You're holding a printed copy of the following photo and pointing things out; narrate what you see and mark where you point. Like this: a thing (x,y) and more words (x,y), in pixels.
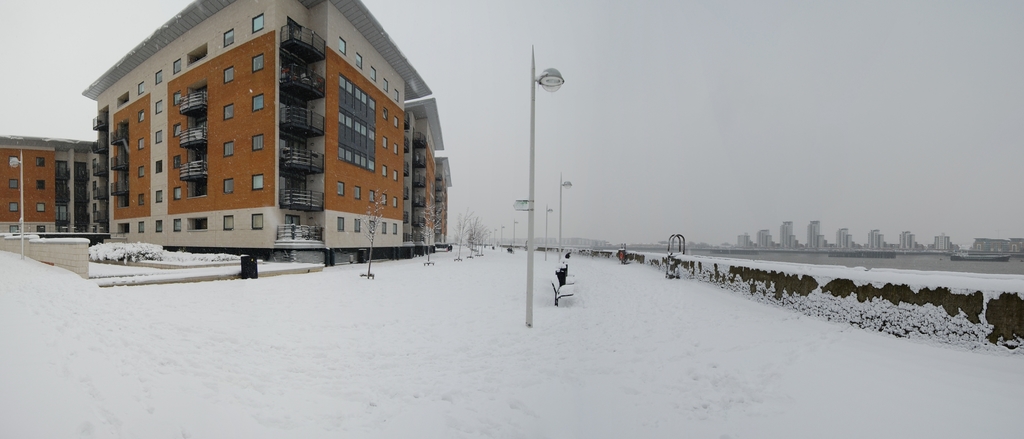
At the bottom of the image (317,325) we can see snow (304,325). In the middle of the image (363,213) we can see some poles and buildings (171,195) and plants (130,254). At the top of the image (1003,140) we can see the sky (1020,13).
